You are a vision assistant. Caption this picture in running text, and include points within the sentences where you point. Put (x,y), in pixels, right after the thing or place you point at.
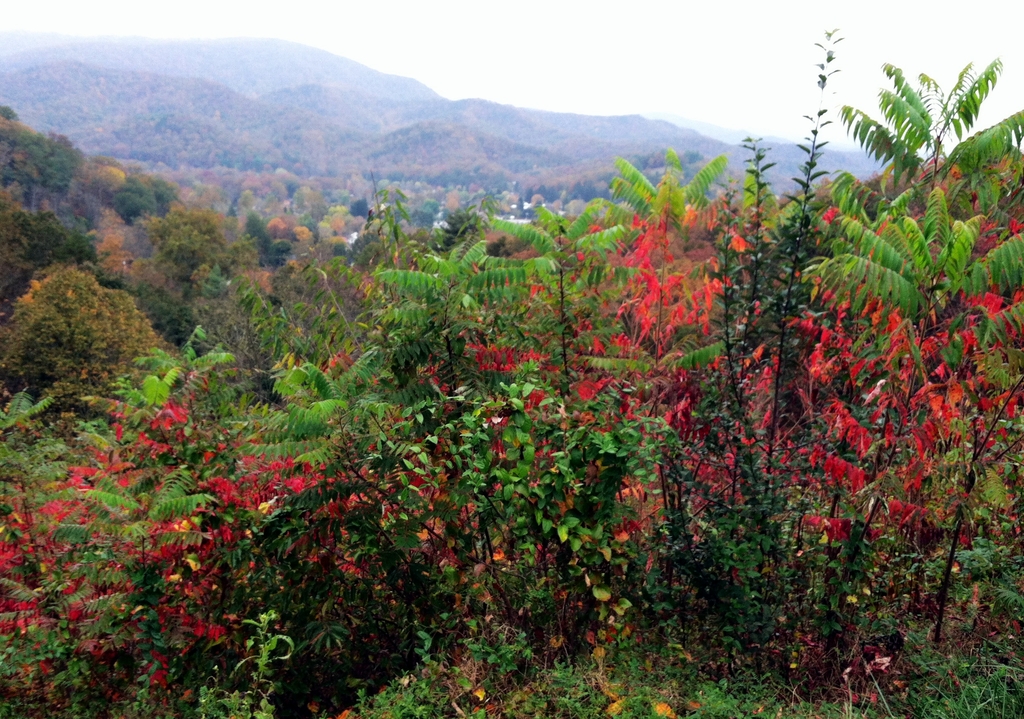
In this picture I can see trees (29,222), there are hills (707,157), and in the background (668,35) there is the sky (601,52).
